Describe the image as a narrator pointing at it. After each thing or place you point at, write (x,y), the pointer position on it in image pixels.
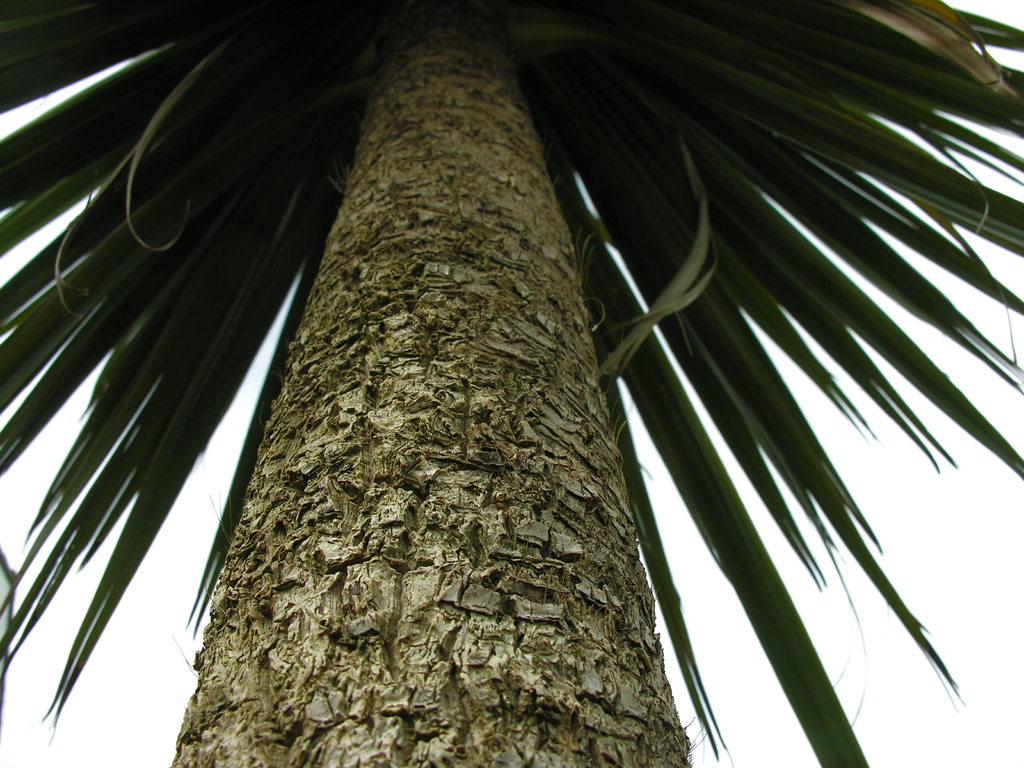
In the image in the center (441,440) we can see one tree (483,263). In the background (835,441) there is a sky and clouds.
